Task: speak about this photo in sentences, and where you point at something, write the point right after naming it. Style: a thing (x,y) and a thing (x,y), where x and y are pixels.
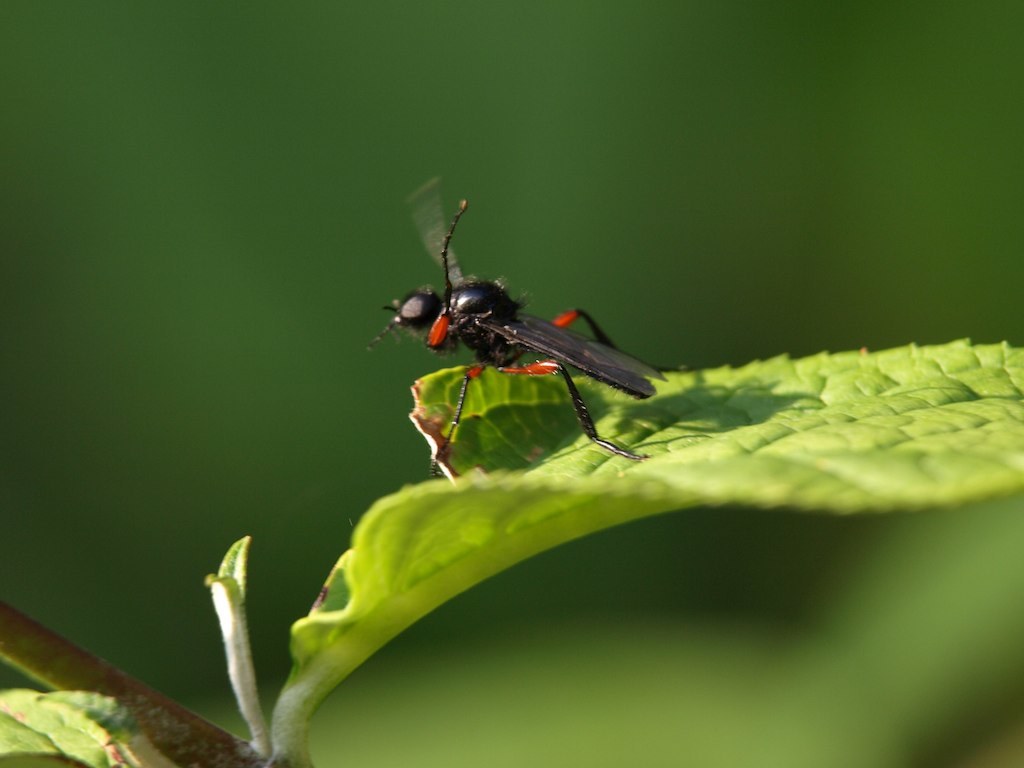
This is a zoomed in picture. In the center (507,371) there is a fly (520,373) standing on the leaf (372,564) of a plant (311,628). The background of the image (139,568) is green in color.
